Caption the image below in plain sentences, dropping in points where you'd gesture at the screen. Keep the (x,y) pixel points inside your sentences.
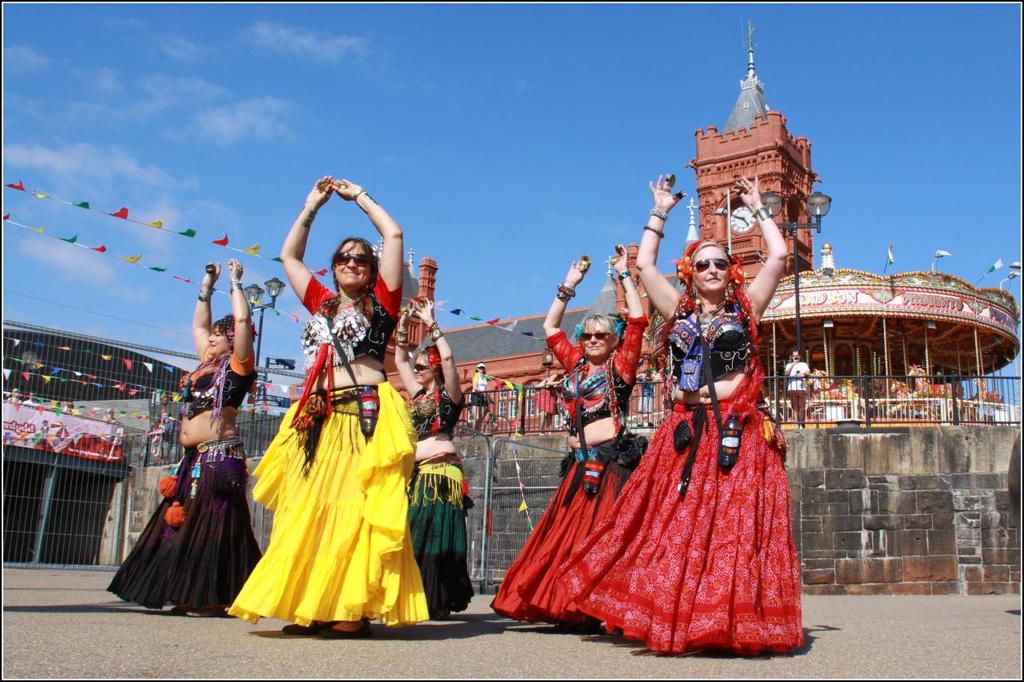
In this image, there are five women (357,399) dancing on a pathway (385,635). Behind these women (667,290), I can see a clock tower (776,147), carousel (911,373), two people (793,394) standing and the wall (842,484). On the left side of the image (71,461), I can see the iron grilles (102,418) and the decorative flags (169,231) hanging. In the background (272,182), there is the sky (955,138).
